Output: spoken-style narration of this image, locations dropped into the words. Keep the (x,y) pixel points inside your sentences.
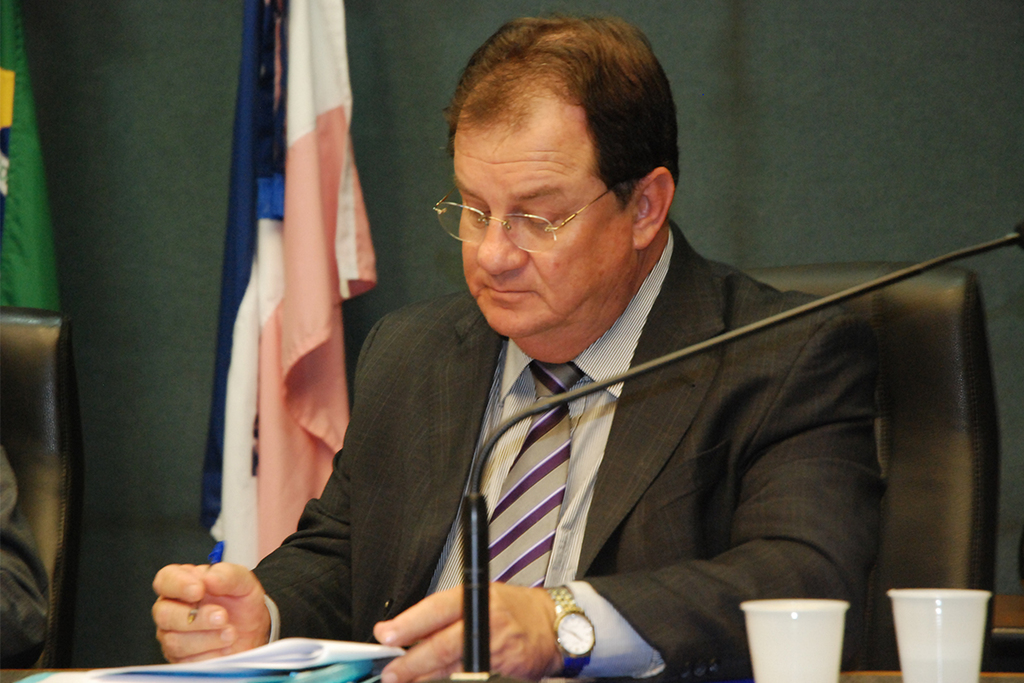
In this picture we can see a man (750,465) is sitting on a chair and he is holding a pen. In front of the man (427,466), there are papers (362,647), a stand (471,638) and cups (828,624). On the left side of the image (57,429), there is another chair (51,499) and a black cloth (27,593). Behind the man (392,449), there are flags (13,186) and a wall (388,137).
